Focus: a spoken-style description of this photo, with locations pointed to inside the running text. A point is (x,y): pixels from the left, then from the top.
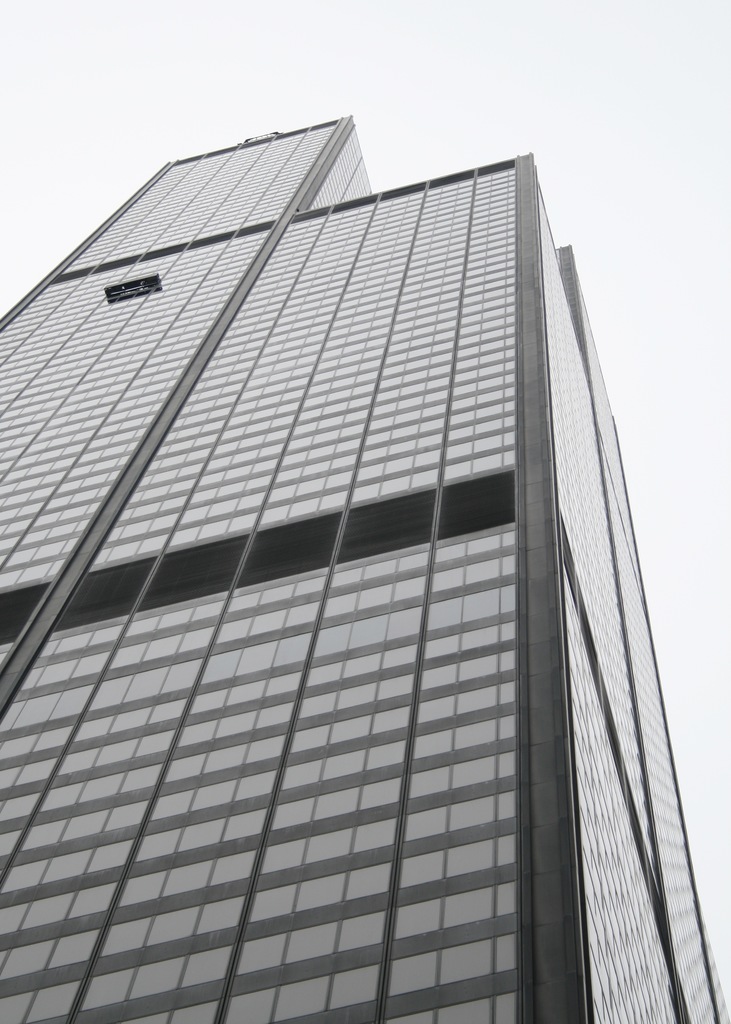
This picture might be taken from outside of the building (408,688). In this image, we can see building (284,472). In the background (396,14), we can also see white color.
